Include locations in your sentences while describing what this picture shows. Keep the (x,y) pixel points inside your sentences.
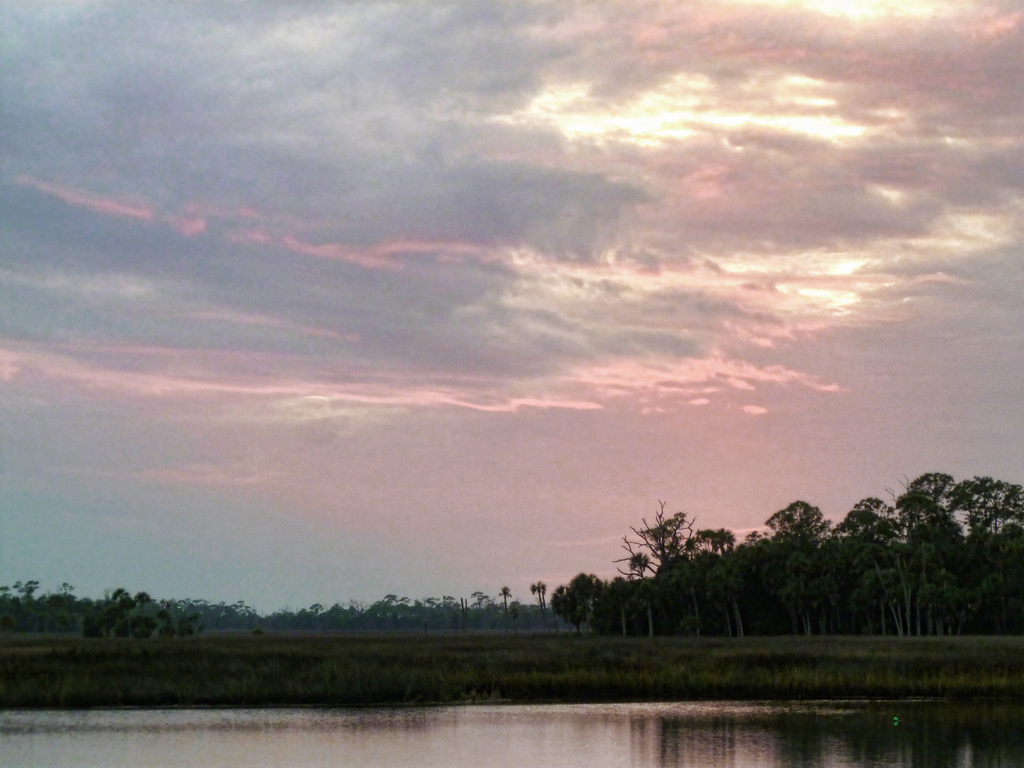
In this picture we can see water (815,721), grass (805,674) and trees (65,618). In the background of the image (371,396) we can see the sky (376,441) with clouds (376,441).
